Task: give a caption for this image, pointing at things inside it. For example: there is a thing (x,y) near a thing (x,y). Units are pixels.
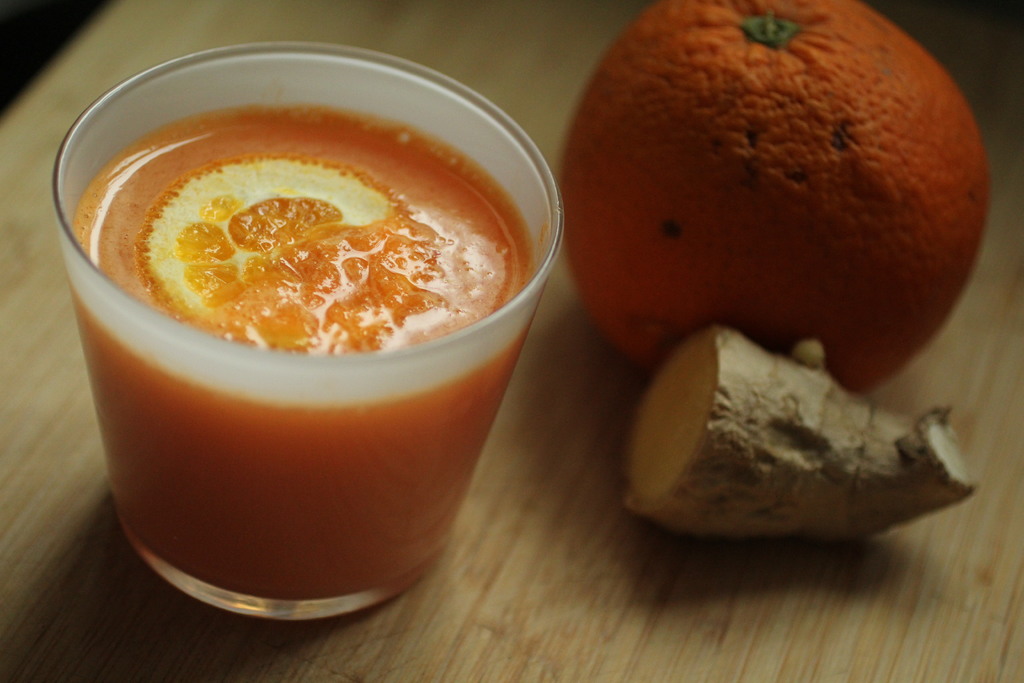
In this image, we can see a glass (249,367) with juice (451,154) and there is an orange (757,167) and we can see ginger (783,437) on the table (483,623).
